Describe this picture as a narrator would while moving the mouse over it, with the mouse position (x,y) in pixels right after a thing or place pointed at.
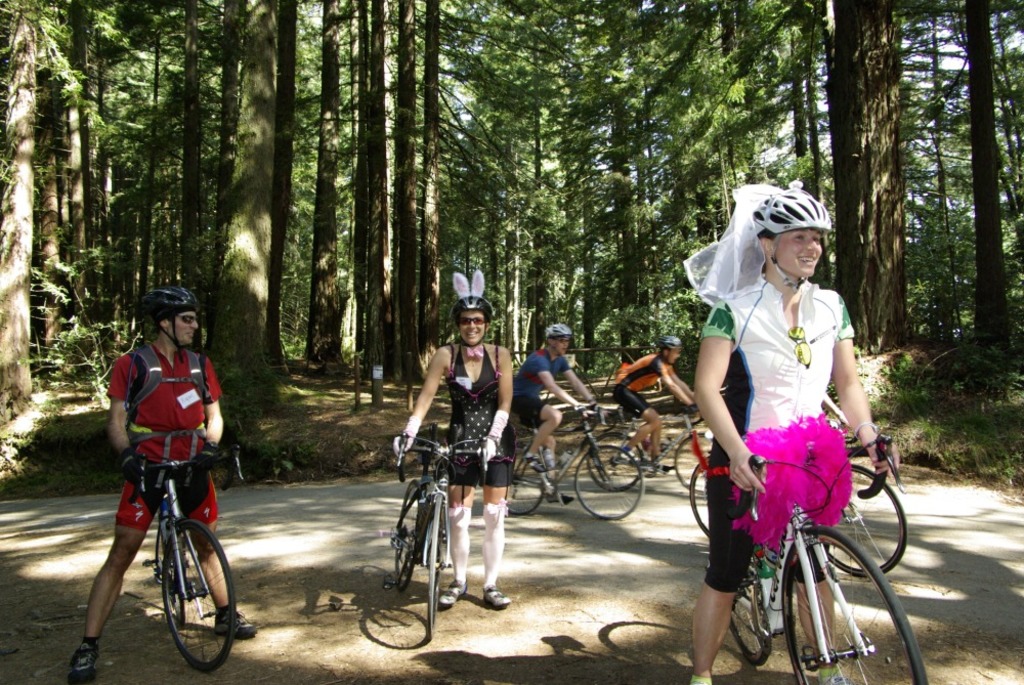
To the left side (171,426) on the road (269,629) there is a man (160,420) on the bicycle (181,548) he is wearing red color dress (165,391) and a helmet (171,303) on his head (181,324). And beside him there is a lady (470,418) with black color dress (467,413) is standing and holding a cycle (441,460) with her hands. On her head (473,309) there is a helmet (467,300). She is wearing gloves (498,430) and socks (500,553). And to the right side (768,386) front there is lady (775,362) with white t-shirt (759,372) is sitting on the cycle (809,571). she is smiling and a helmet (798,221) on her head (807,262). Behind her there is a person (846,425) on cycle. In the middle (553,381) there is man (551,377) with blue t-shirt (545,352) is riding a cycle (578,470). Beside him there is another person (651,377) with orange t-shirt (648,384) is also riding cycle (681,438). In the background (386,194) there are many trees (643,157).
